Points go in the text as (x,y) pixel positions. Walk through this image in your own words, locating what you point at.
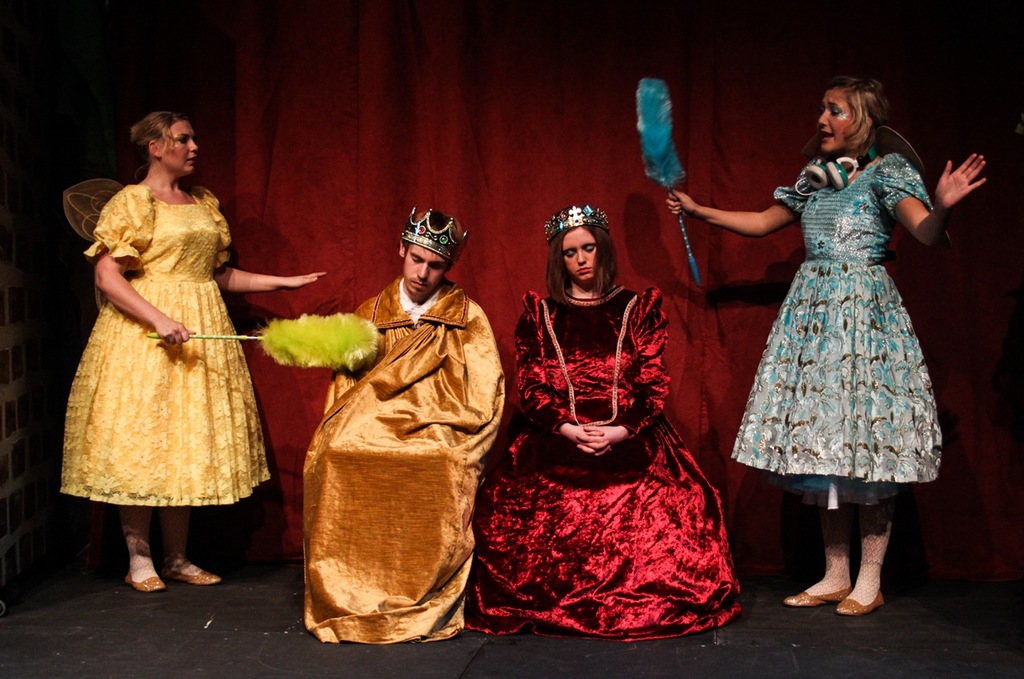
In this picture we can see four persons (182,296) in the costumes (539,358), among them two persons (434,450) sitting and two other persons (138,311) standing and holding some objects (273,344). Behind the four persons (357,401), there is a red curtain (466,205) and a dark background (1005,13). On the left side of the image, there is an object (41,362).
